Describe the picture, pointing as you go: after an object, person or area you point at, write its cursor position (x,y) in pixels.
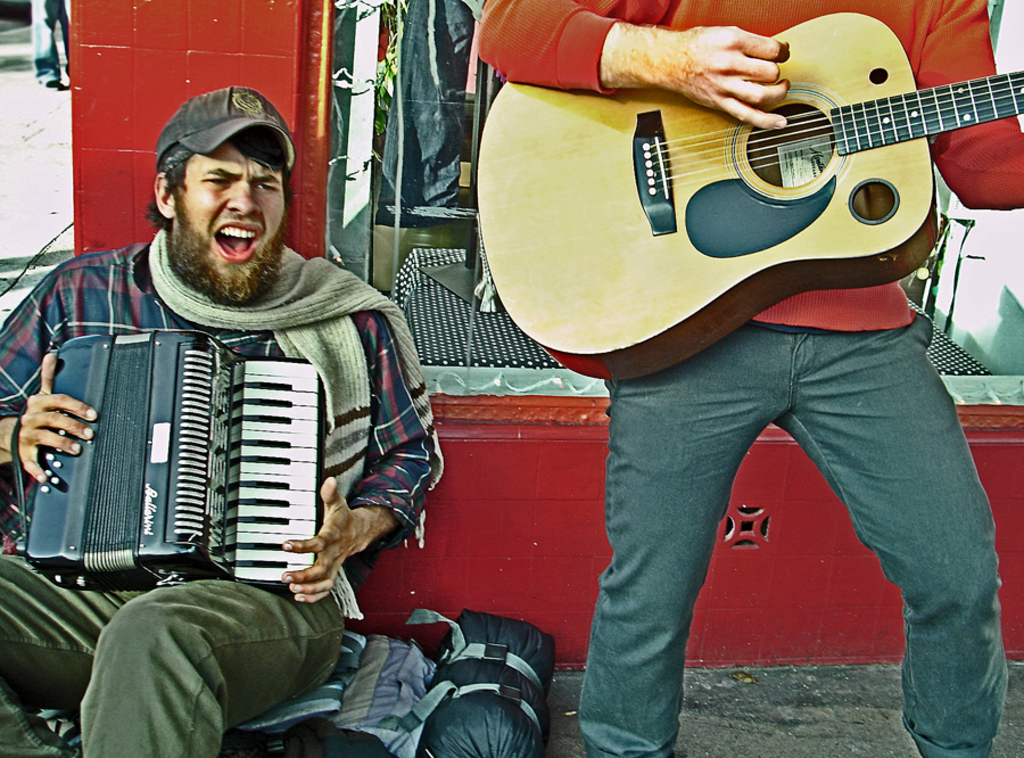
This picture is of outside. On the right (698,30) there is a Man (696,366) standing and playing Guitar (816,163). On the left (149,266) there is a Man (288,657) sitting and playing a musical instrument (205,456) and seems to be singing. In the background (171,25) we can see the ground (31,140) and a wall (547,503).
